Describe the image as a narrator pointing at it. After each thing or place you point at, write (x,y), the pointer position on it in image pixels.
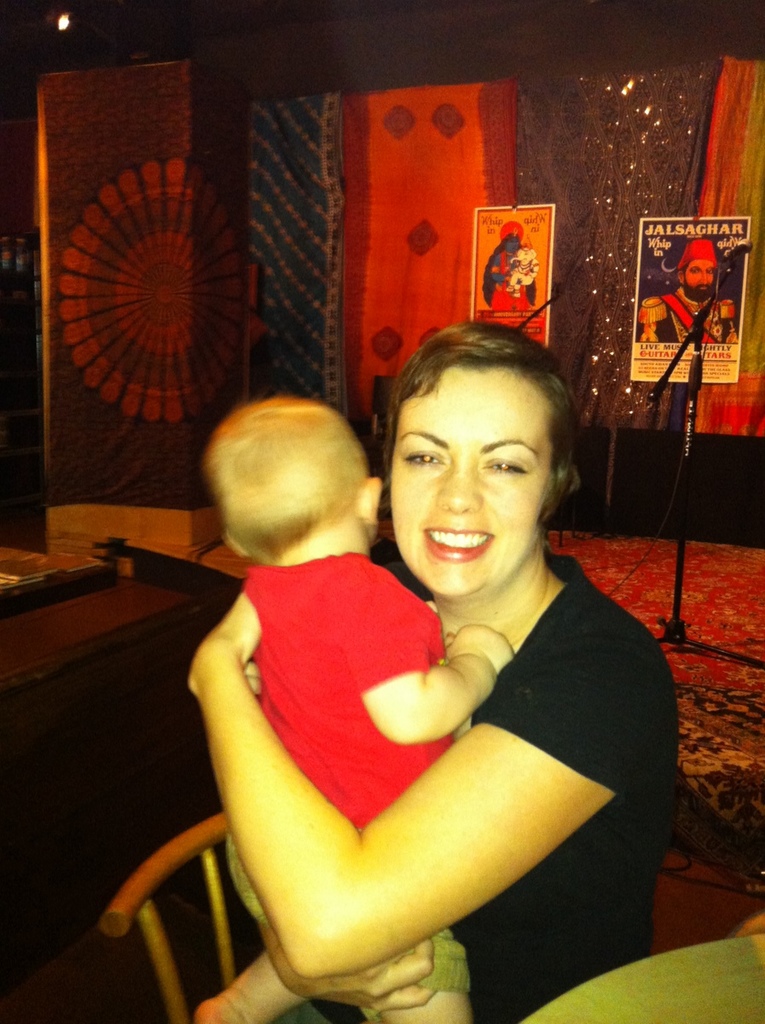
In this image, we can see a woman (342,899) sitting and she is holding a kid (332,655), in the background (719,308) there is a microphone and there are two posters (534,278).
